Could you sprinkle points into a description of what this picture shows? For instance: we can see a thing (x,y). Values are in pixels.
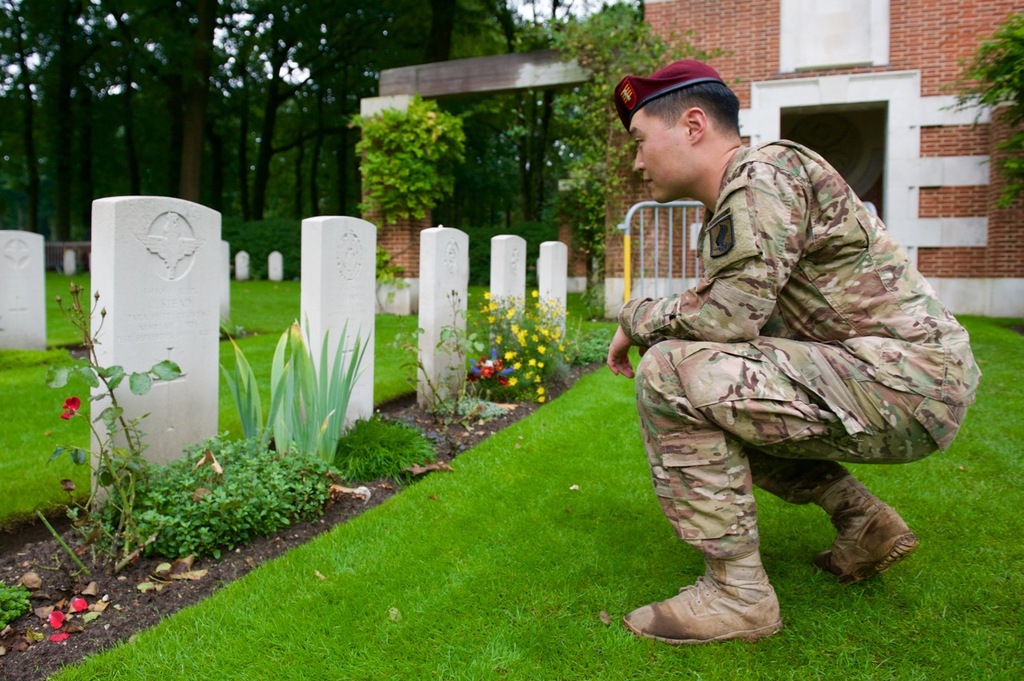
In this picture there is a person (725,325) squatting on the right side of the image (765,249). On the left side of the image (150,358) there are tombstones (556,256), plants (289,370) and flowers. At the back (653,276) there are trees (46,185) and there is a building (774,17). At the top (230,47) there is sky (524,14). At the bottom (602,588) there is grass (537,620).
